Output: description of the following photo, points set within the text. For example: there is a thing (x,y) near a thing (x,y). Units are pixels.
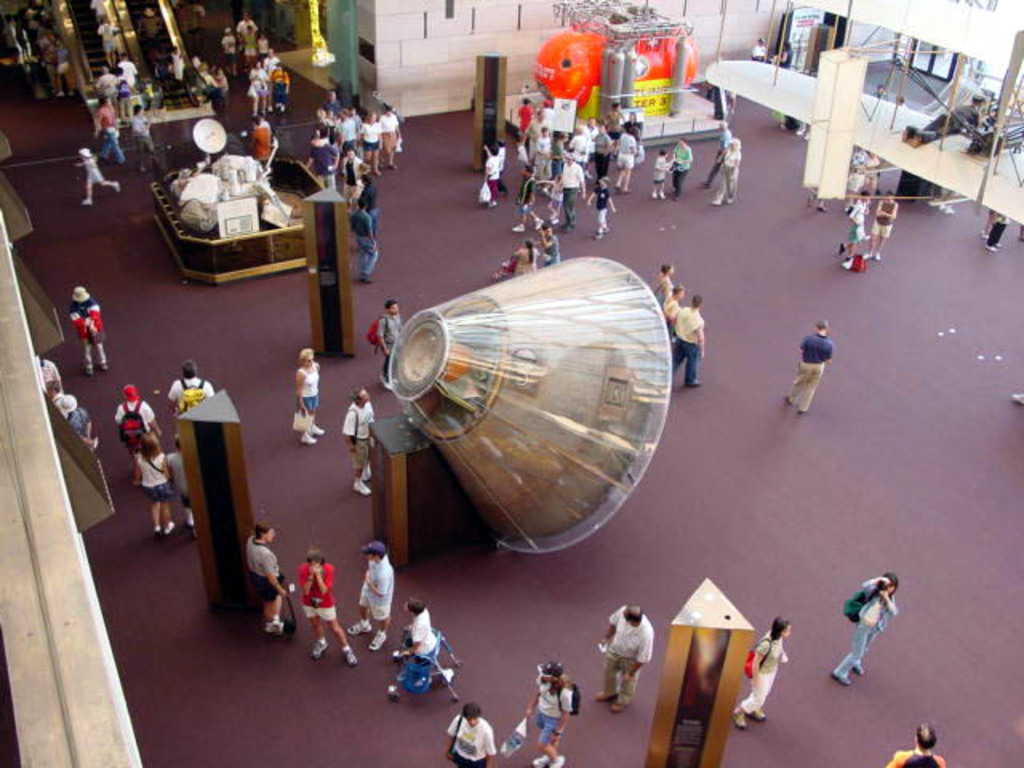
In this image, we can see a group of few people (45,385) are standing and walking on the floor (691,570). Here we can see few objects (398,420). Top of the image (512,57), we can see wall (499,38), rods (639,9) and cylinders (634,44). Here there is a basket (246,235), few things (232,210) and objects (243,205) are placed in it.
